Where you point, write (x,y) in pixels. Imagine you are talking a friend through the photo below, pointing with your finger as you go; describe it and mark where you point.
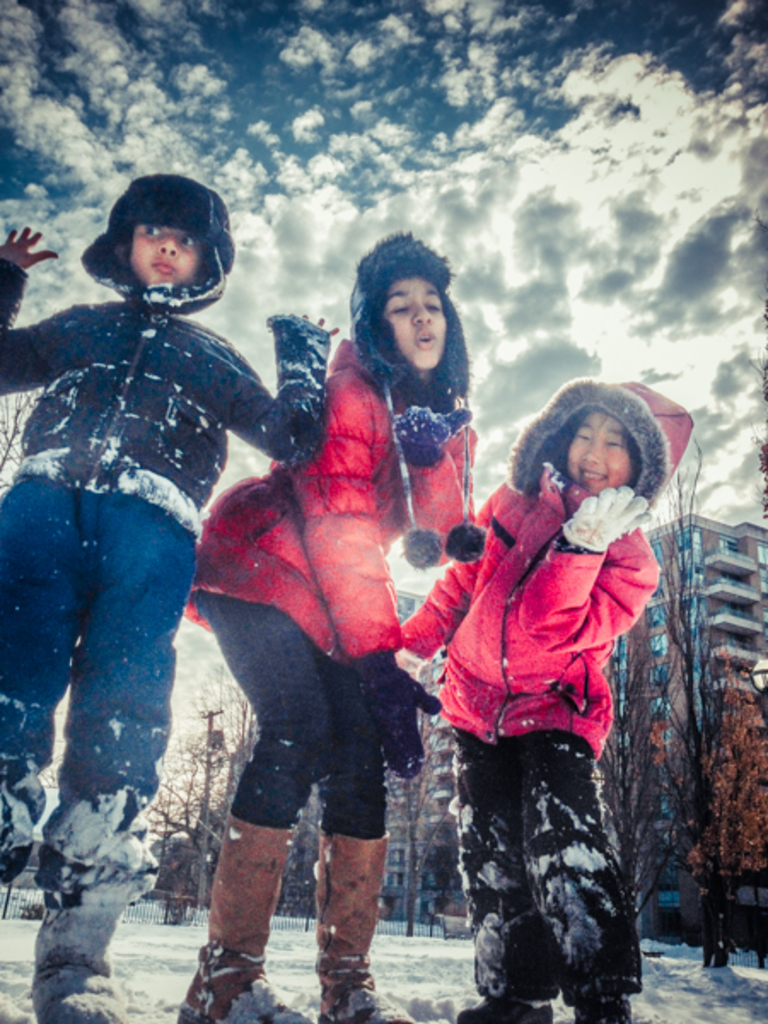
As we can see in the image in the front (328,605) there are three people (335,499) standing. There is snow (172,982), trees (185,874), buildings (694,912), current pole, sky (458,128) and clouds (450,143).
